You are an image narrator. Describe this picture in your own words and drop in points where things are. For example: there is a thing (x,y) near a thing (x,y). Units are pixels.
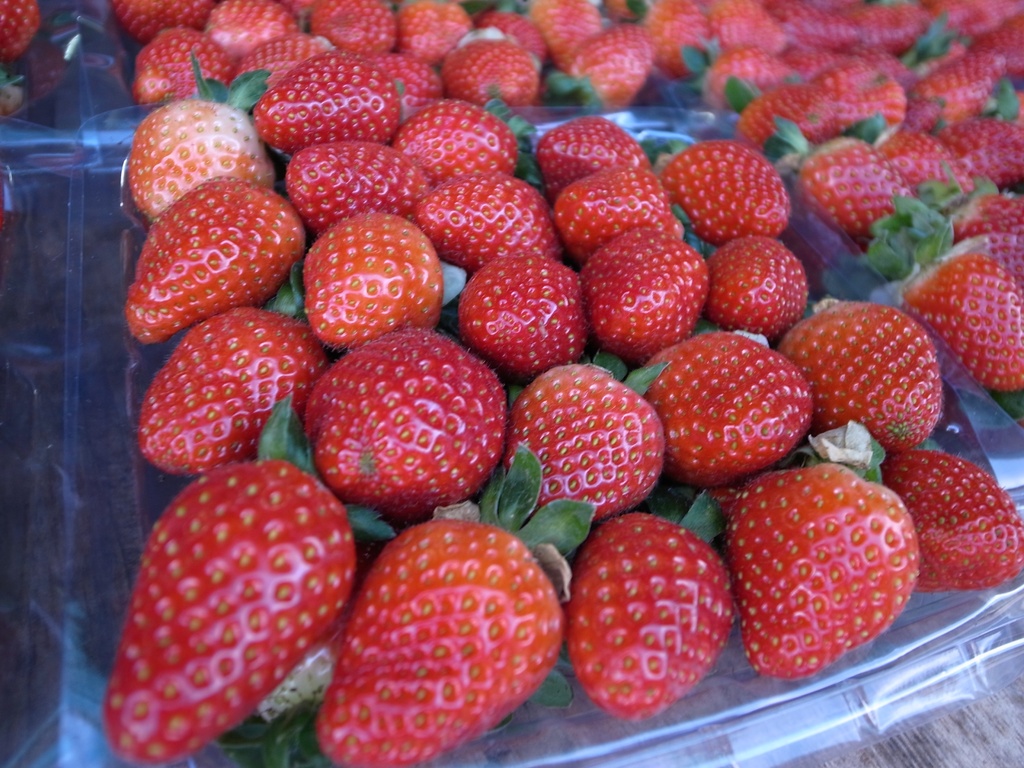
In this image I can see few strawberries (586,474) in red color and few green leaves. They are on the plastic cover (913,701).
